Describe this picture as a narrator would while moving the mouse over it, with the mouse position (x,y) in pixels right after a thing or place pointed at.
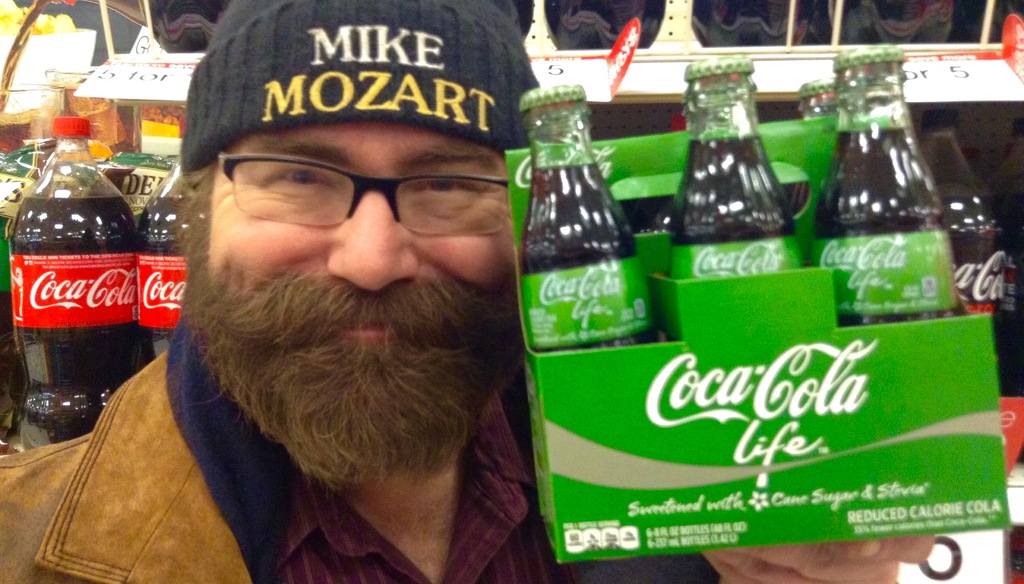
In the image we can see man (403,368) wearing hat (365,110) and he is smiling, which we can see on his face (340,410). And he is holding coca cola bottles (898,148). in the background (218,14) there is a bottles (81,271), rack (698,52) and papers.
